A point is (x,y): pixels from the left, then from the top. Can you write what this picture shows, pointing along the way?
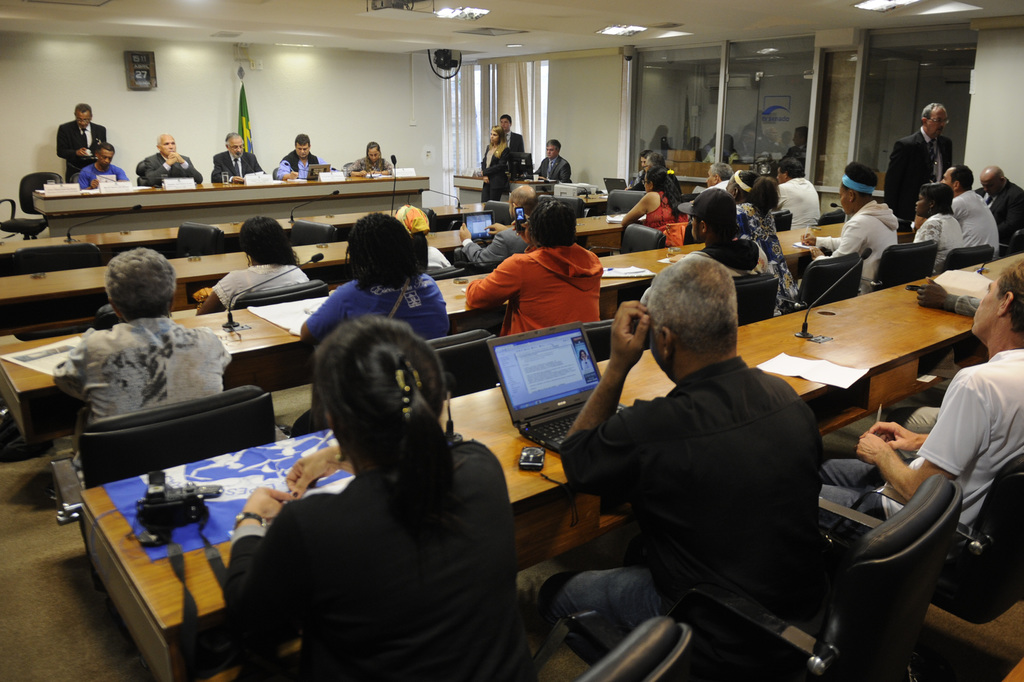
In this image, we can see some people (368,464) wearing clothes (121,354) and sitting on chairs (640,239) in front of tables (294,335). There is a person (743,465) at the bottom of the image (787,461) sitting in front of the laptop (554,430). There are two persons (981,385) sitting in front of mics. There is a flag (240,131) in front of the wall (352,95). There are some persons (99,129) standing and wearing clothes (929,153). There are some lights (874,9) on the ceiling (865,20) which is at the top of the image (362,31).
